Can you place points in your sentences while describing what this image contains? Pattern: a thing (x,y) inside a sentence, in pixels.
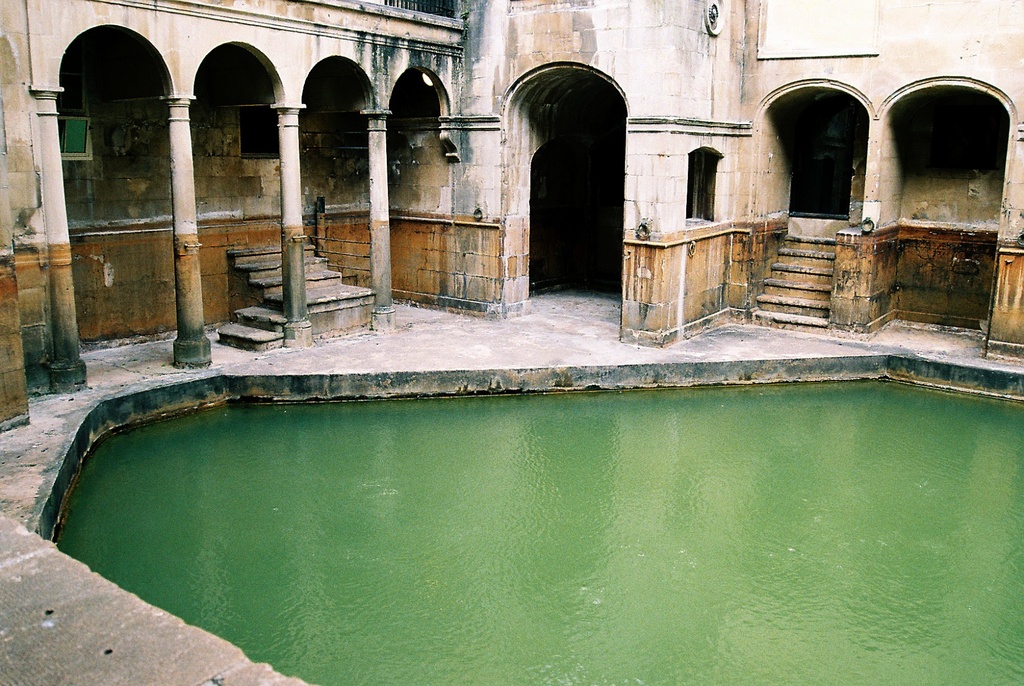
In picture we can observe a pond (453,492). There are some pillars (293,277) and stairs (269,300). We can observe walls (589,54) and an entrance (585,172) here.
